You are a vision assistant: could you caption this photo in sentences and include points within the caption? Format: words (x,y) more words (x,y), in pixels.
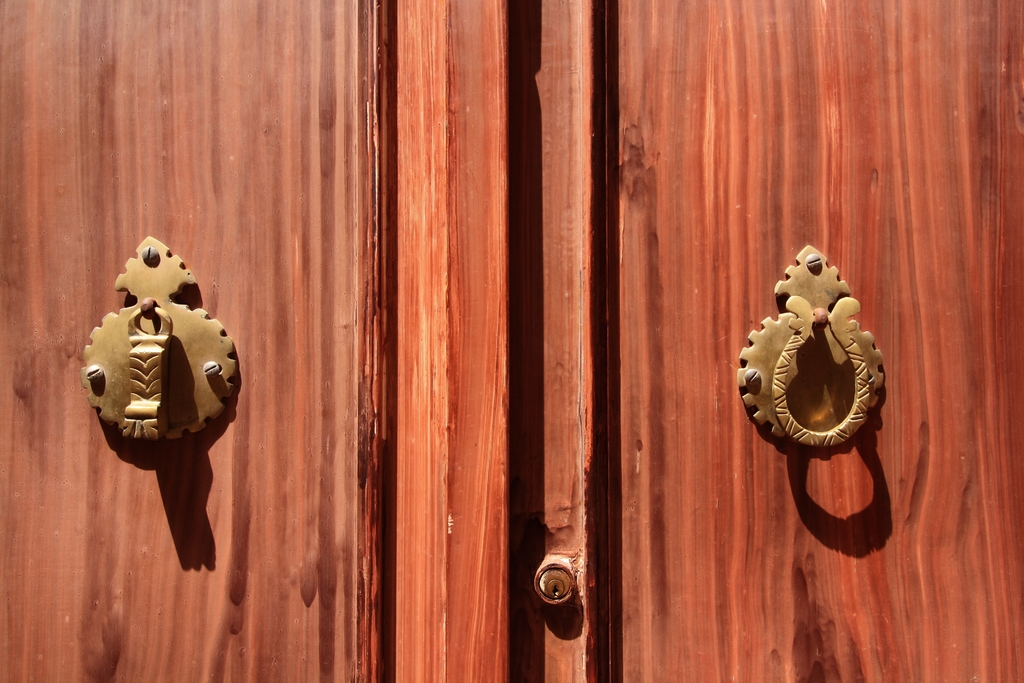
In this image there is a wooden door (549,189). There are metal knobs (216,384) to the door (941,392).
